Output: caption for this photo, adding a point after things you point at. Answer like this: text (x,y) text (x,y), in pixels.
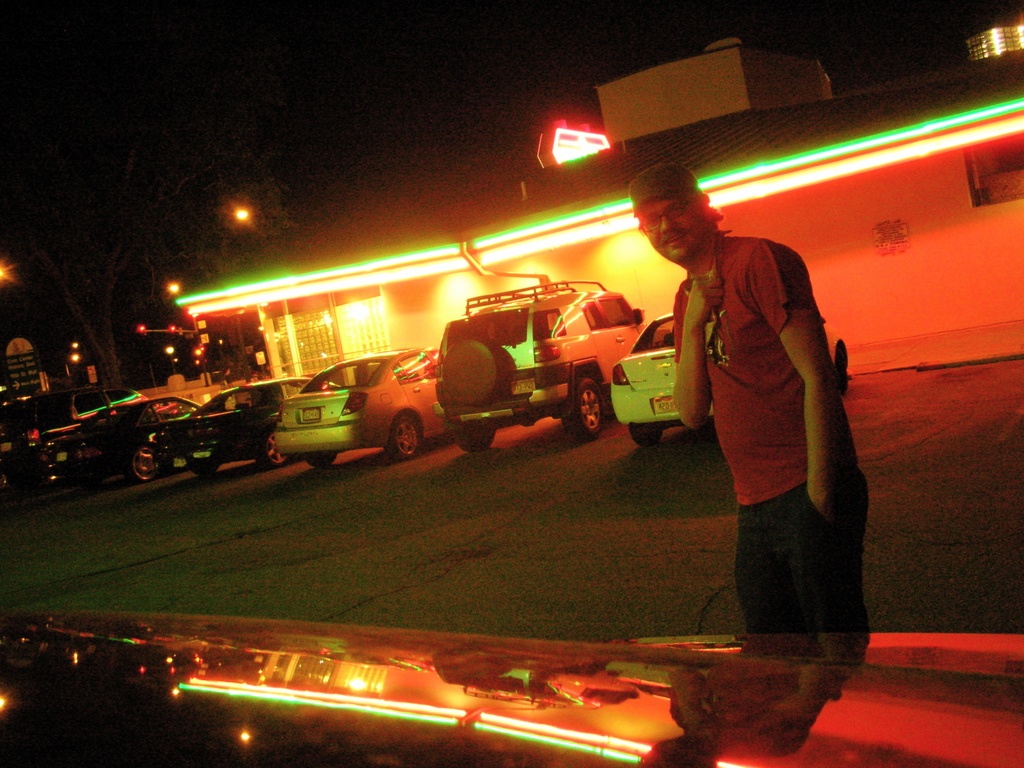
In this picture I can see a man (731,353) on the right side (758,431), in the background (382,437) there are vehicles (255,437), lights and a building (602,275). On the left side (111,194) I can see the trees (98,347) and a board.
